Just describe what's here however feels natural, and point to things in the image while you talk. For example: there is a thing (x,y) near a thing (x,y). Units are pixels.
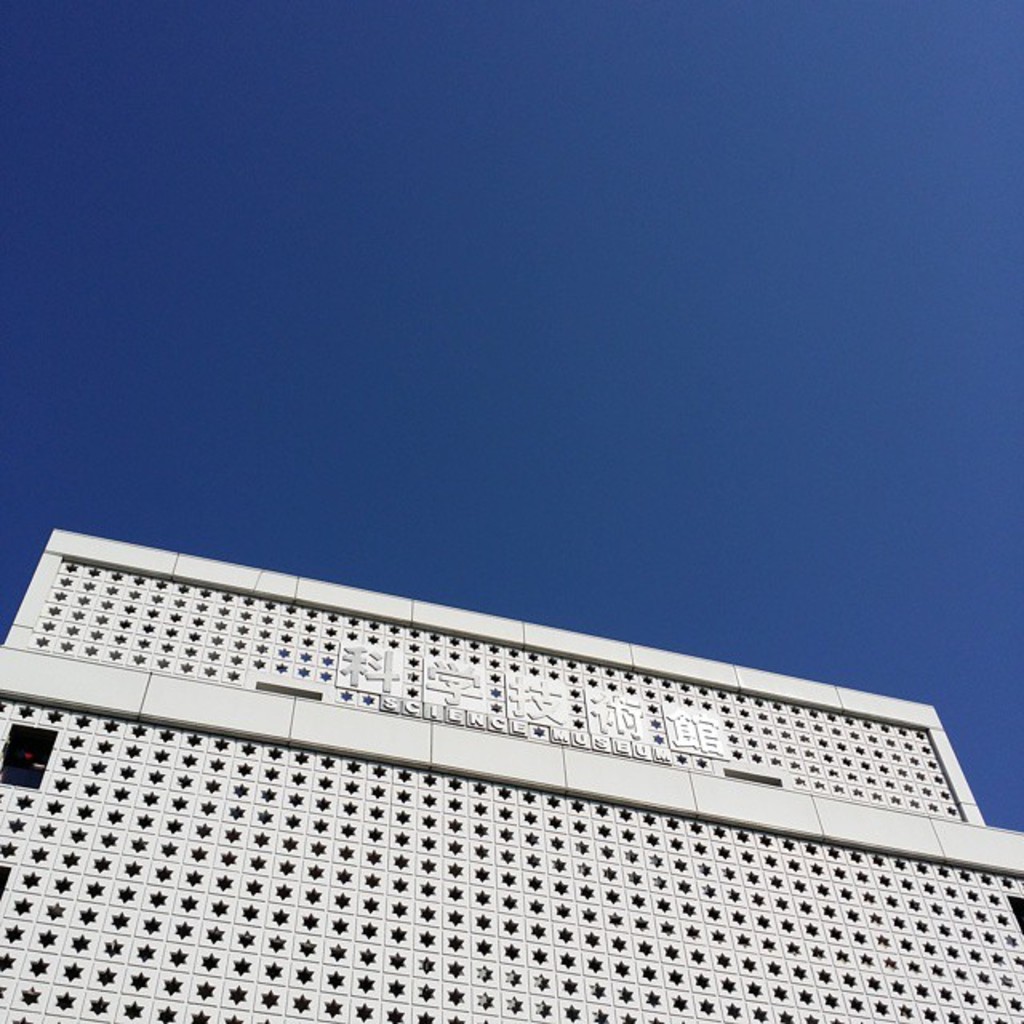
In this picture there is a building (508,761) which has something written on it and the sky (518,232) is in blue color.
